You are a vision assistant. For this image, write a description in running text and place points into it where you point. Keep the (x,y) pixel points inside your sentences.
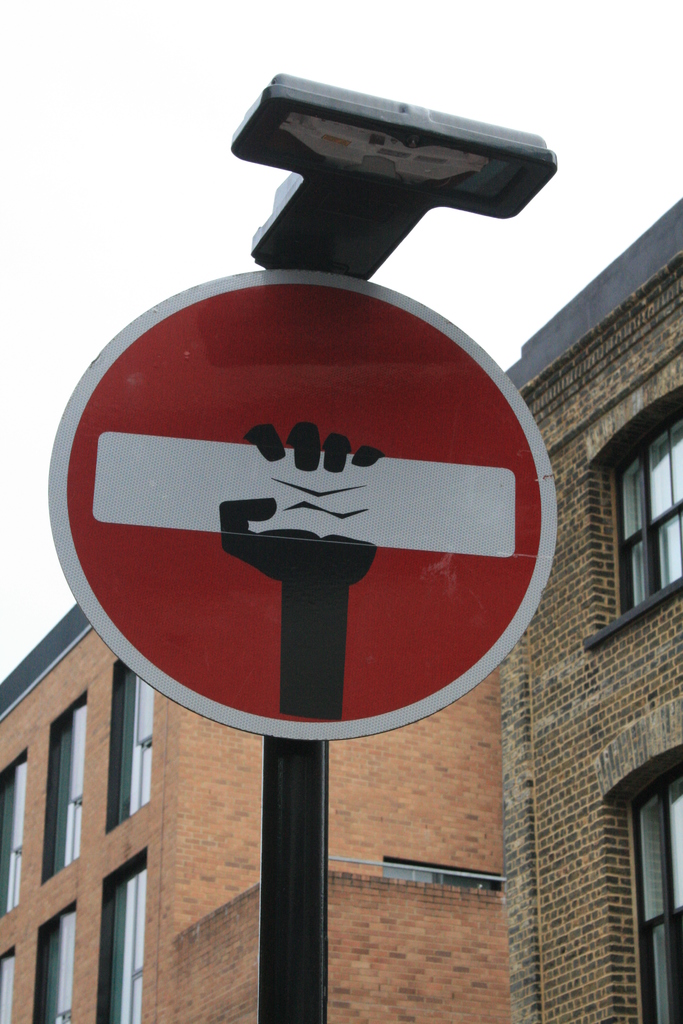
In this image I see a pole (275,861) on which there is a red color sign board (224,480) and in the background (207,765) I see a building (561,740) on which there are windows (63,993) and I see the sky (67,40).
